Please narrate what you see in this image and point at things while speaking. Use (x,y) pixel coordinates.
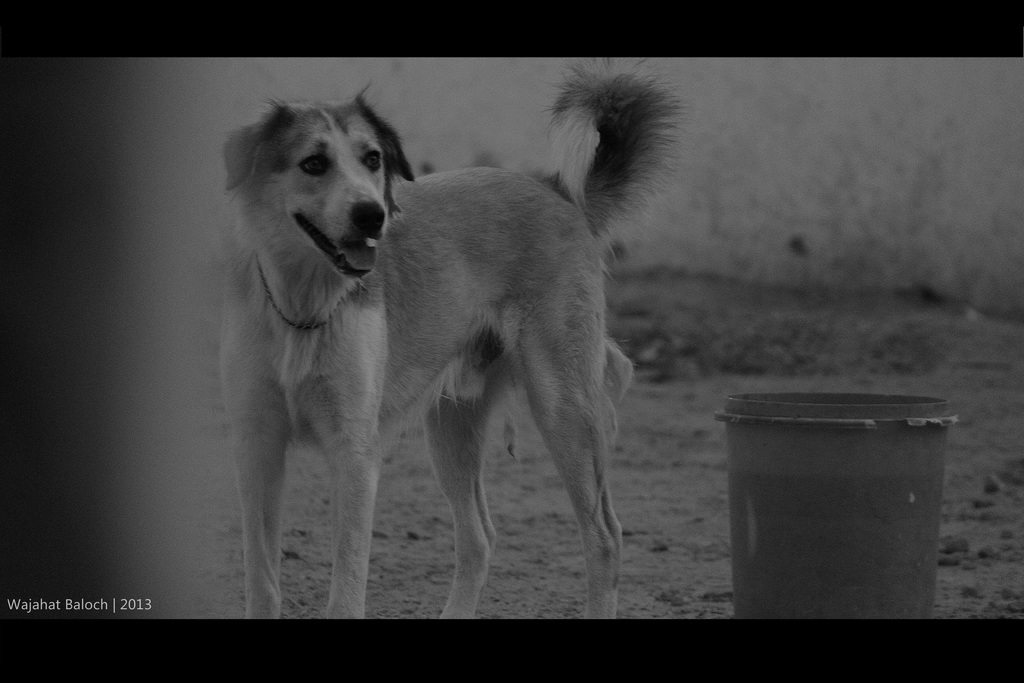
In this black and white image, we can see a dog (349,365). There is a bucket (863,491) in the bottom right of the image (860,548). In the background (867,200), image is blurred.
